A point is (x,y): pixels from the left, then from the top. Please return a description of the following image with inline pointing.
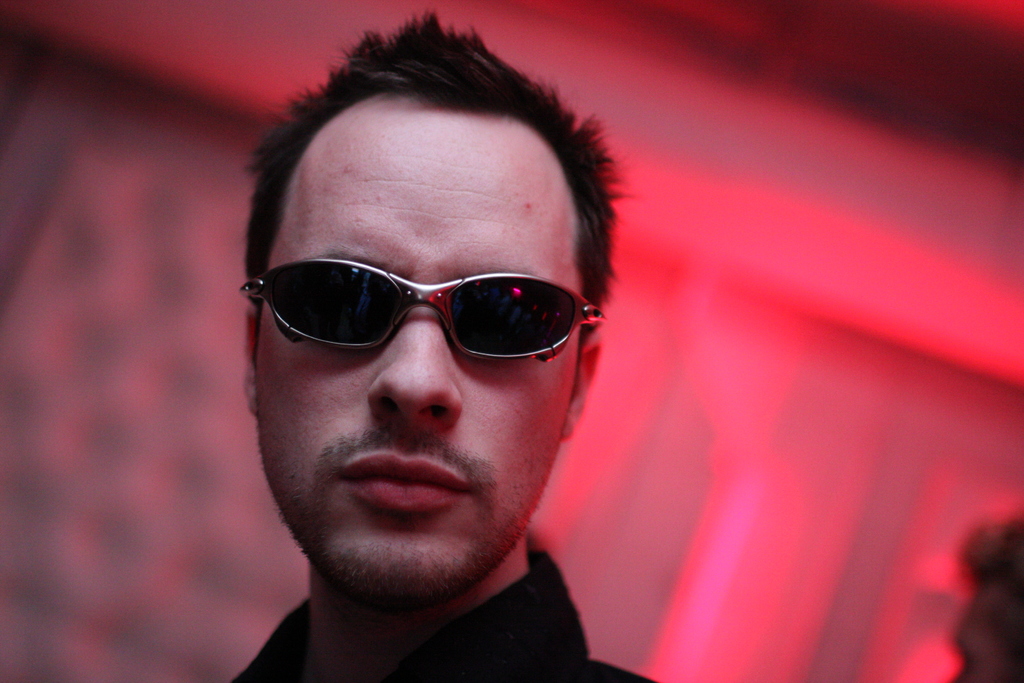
This is the picture of a person face (358,441) to which there are spectacles (505,304) which are black in color.
